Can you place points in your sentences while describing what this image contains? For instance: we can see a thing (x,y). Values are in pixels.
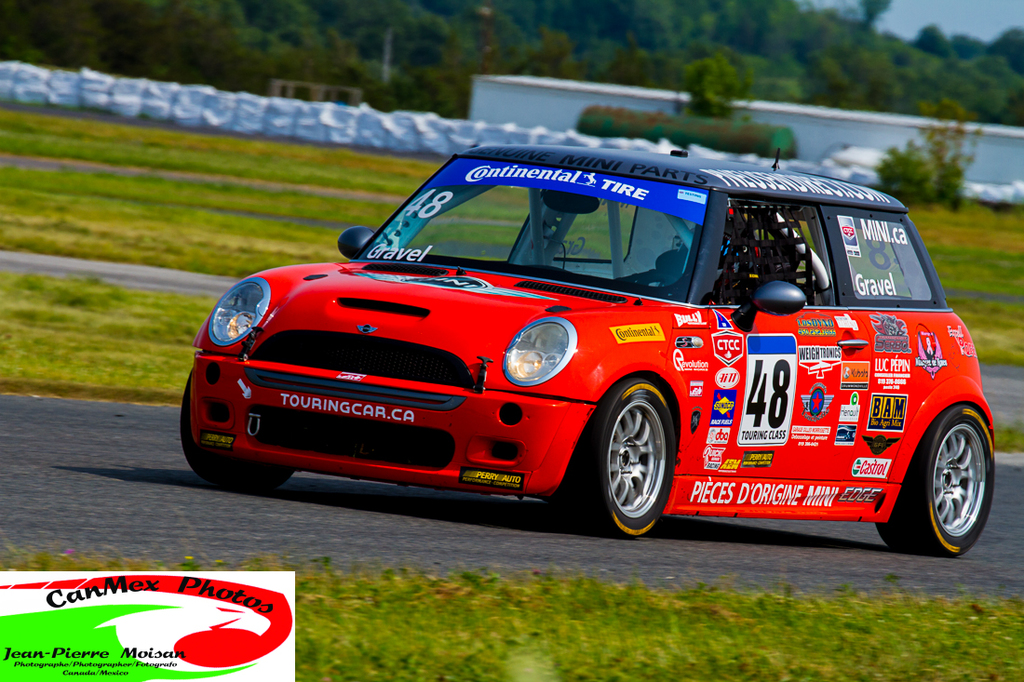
It's a red color car (420,364) moving on the road (429,520), there are trees (422,77) in the long back side of an image.
